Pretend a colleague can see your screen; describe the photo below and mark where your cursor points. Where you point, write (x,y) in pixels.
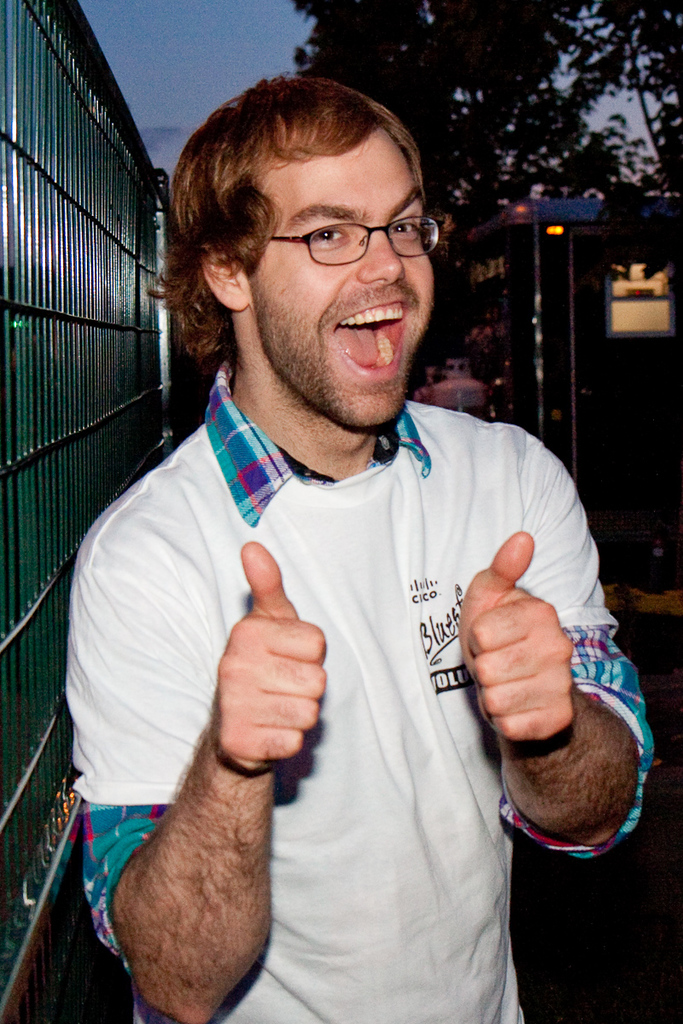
Here we can see a man (360,469) posing to a camera. He has spectacles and he is smiling. In the background (416,101) we can see trees (475,100), fence (34,159), and sky (132,3).
